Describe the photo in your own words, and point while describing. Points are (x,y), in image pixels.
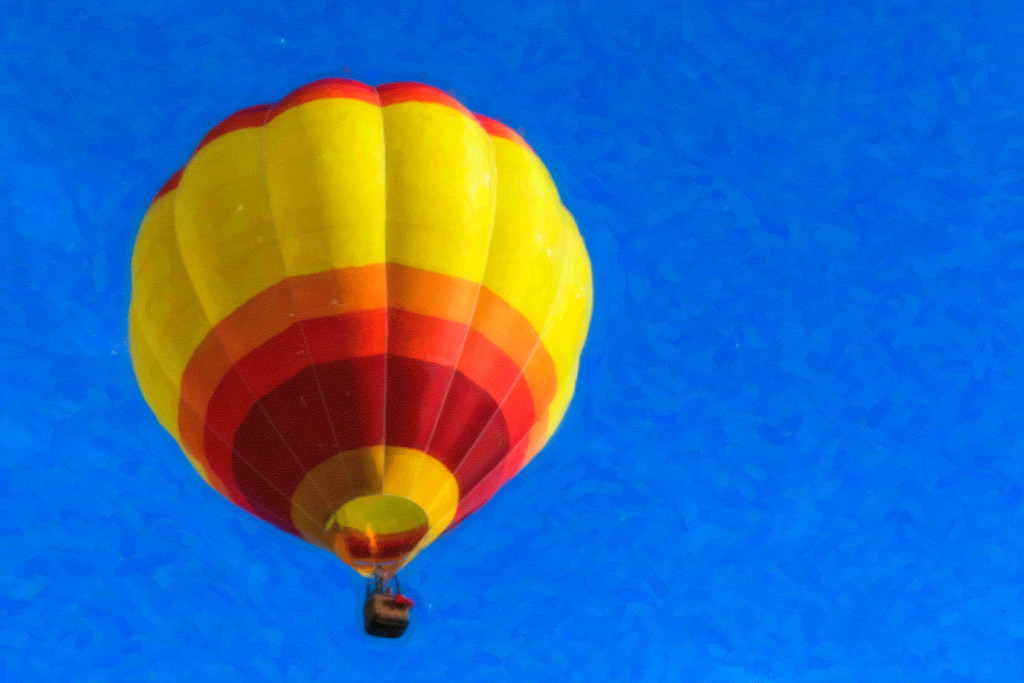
In this image I can see a hot air balloon (340,353) which is in yellow, orange and red color. I can see blue color background (623,14).
